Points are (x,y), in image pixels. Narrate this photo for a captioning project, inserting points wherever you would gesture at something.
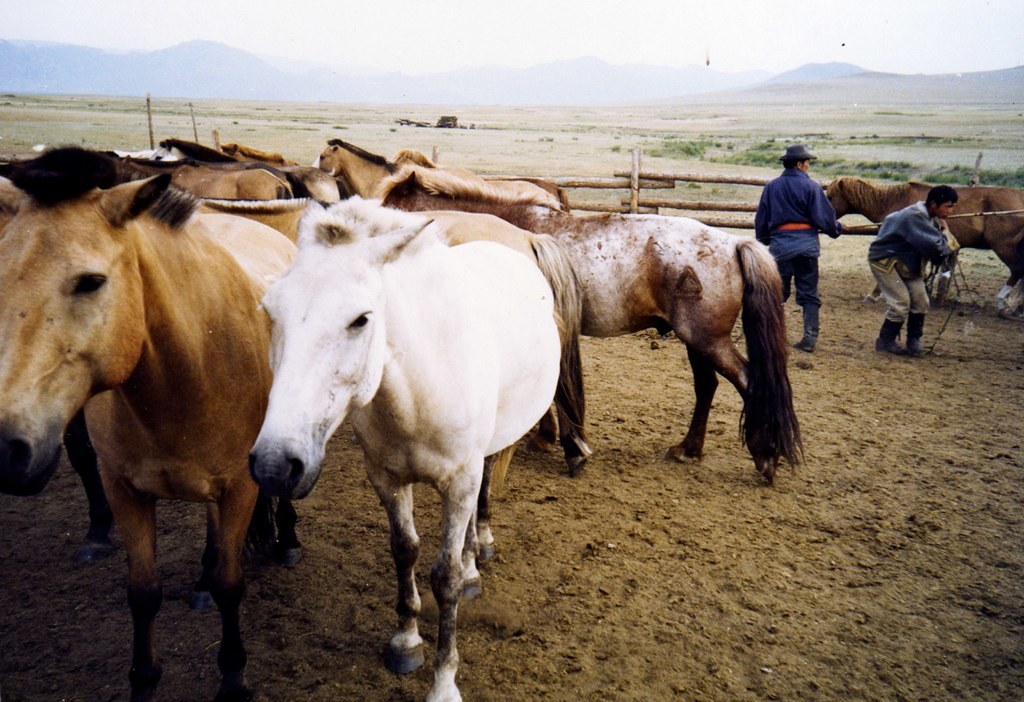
In this image we can see horses (568,271). There are two persons (879,244). Also there is a wooden fence (633,203). In the background (455,87) there are hills (500,100) and sky (461,35). And one person (783,159) is wearing hat (783,159).
